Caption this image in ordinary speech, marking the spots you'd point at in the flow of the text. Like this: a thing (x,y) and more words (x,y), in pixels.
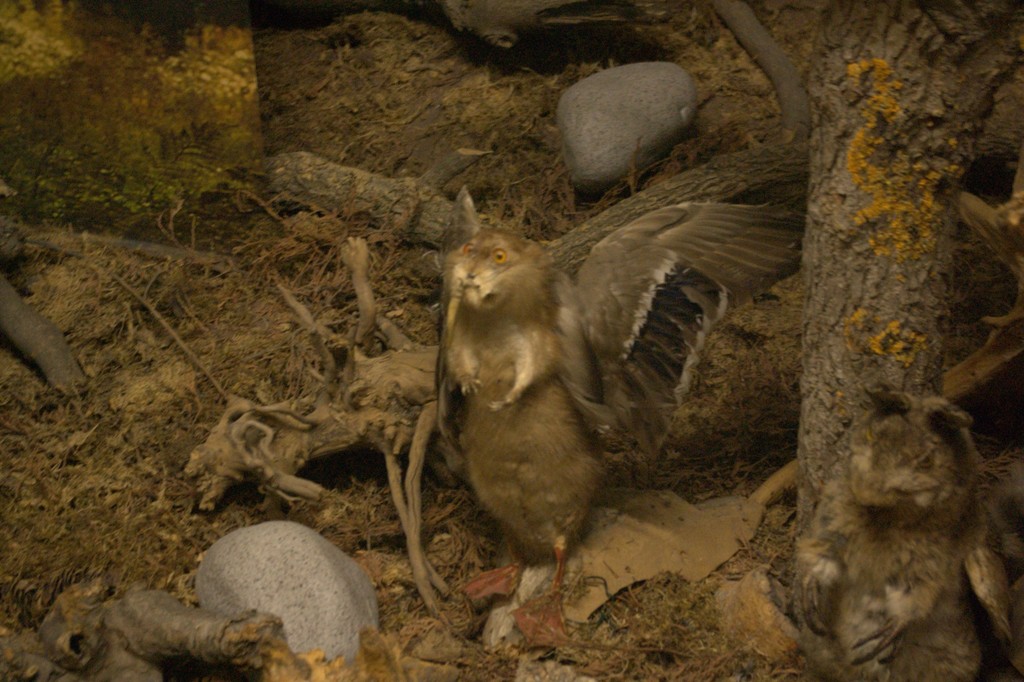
In this image I can see number of sticks (170,633), two stones (659,112), a bird (641,340) and an animal (963,677) on the right side (874,421).
